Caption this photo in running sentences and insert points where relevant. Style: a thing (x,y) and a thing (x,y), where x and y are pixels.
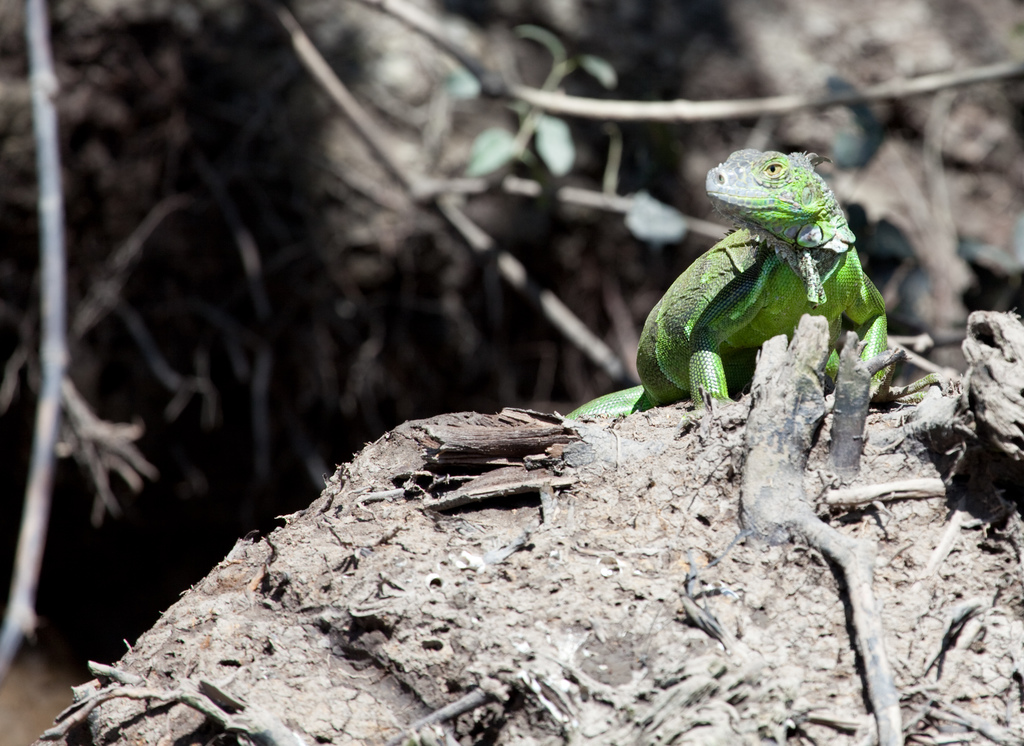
In this image at the bottom (429,525) it looks like a tree (857,580), on the tree (449,600) there is a reptile (727,322), and in the background (556,132) there are trees (22,358).
